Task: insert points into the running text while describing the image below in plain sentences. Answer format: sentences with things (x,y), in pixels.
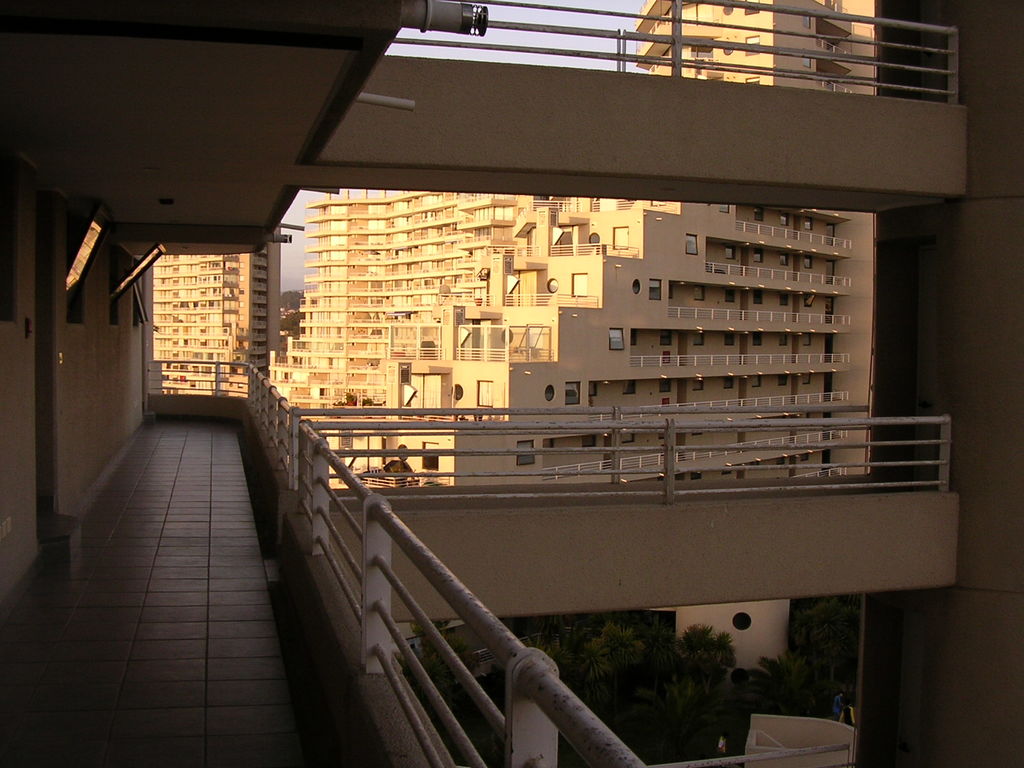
In this picture I can see there is a balcony (163,529) and there is a door (46,355) on the left side (44,335), there are few trees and buildings (493,272) at right side (750,666), they have windows (420,345) and the sky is clear.
